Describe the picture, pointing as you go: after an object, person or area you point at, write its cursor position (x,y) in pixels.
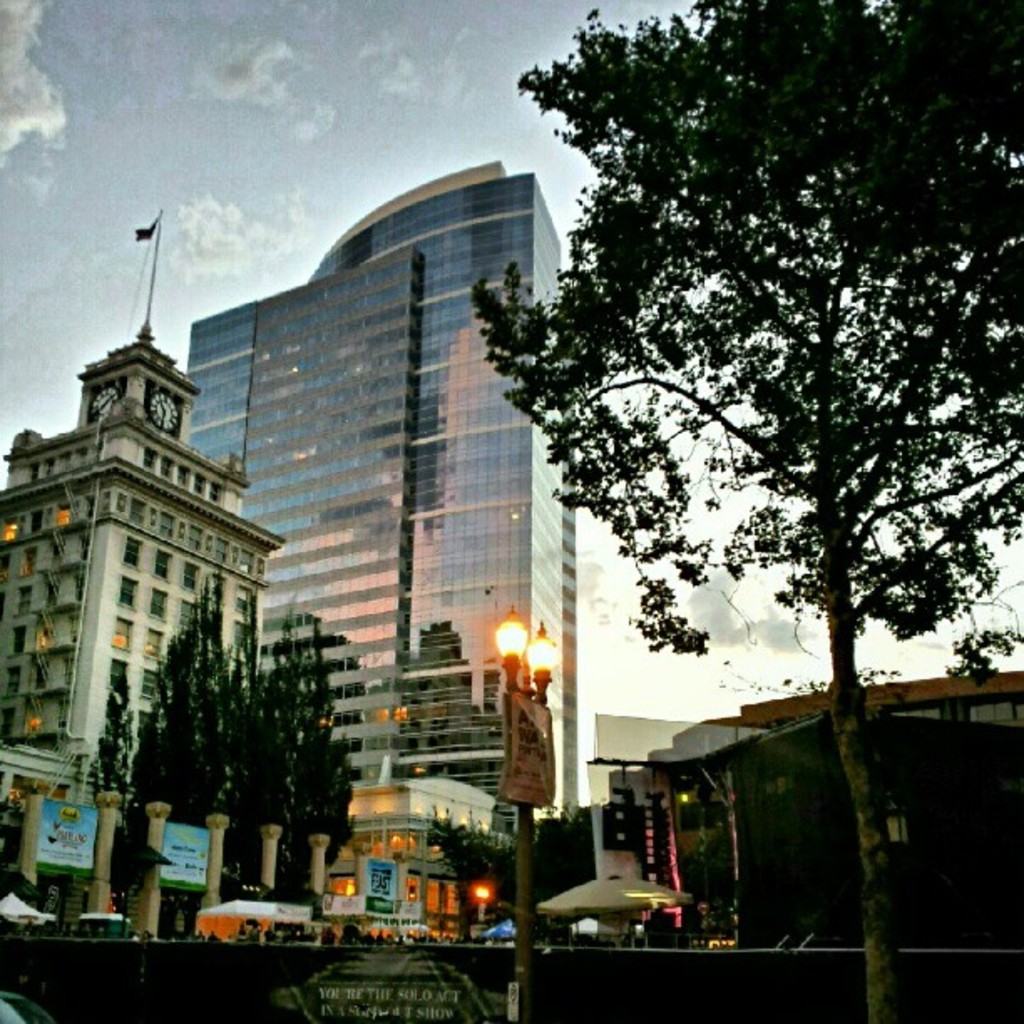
In this picture we can see a pole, lights (553,656) and trees (503,835), in the background (457,675) we can find few buildings (278,587), hoardings (367,902), tents (227,934) and clouds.
